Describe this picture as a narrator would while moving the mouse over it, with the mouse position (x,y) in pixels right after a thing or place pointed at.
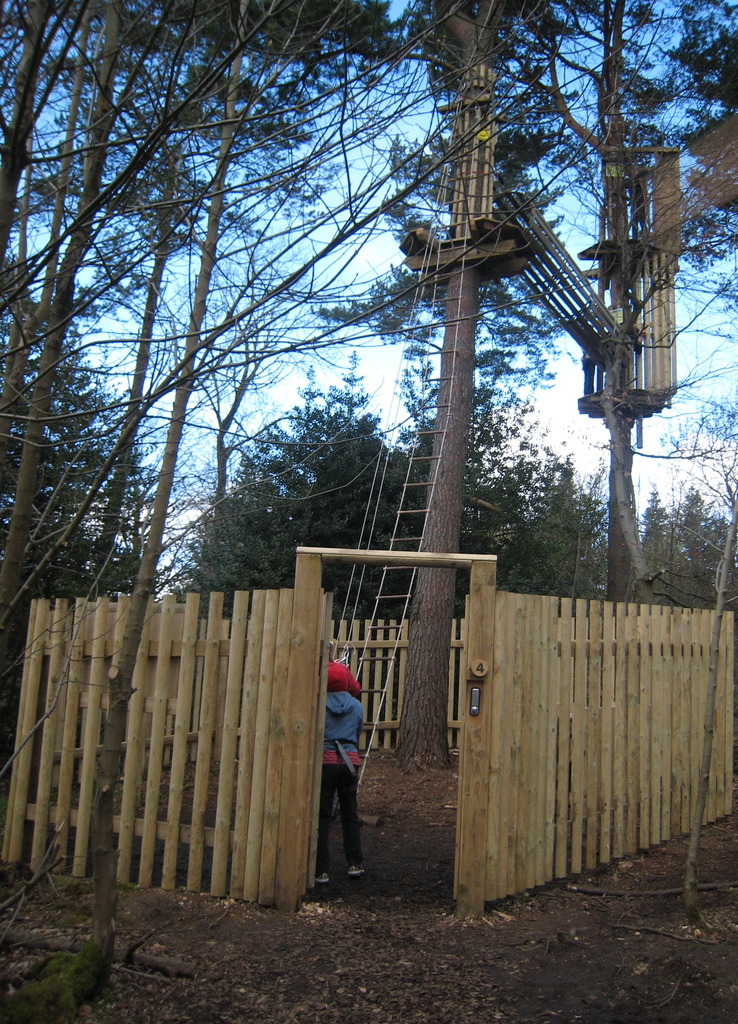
In this image I can see a person (340,733) standing in front of the rope ladder (451,378). I can see wooden fencing (581,716), tree-house (468,260) and trees (52,274). The sky (331,203) is in blue color.
